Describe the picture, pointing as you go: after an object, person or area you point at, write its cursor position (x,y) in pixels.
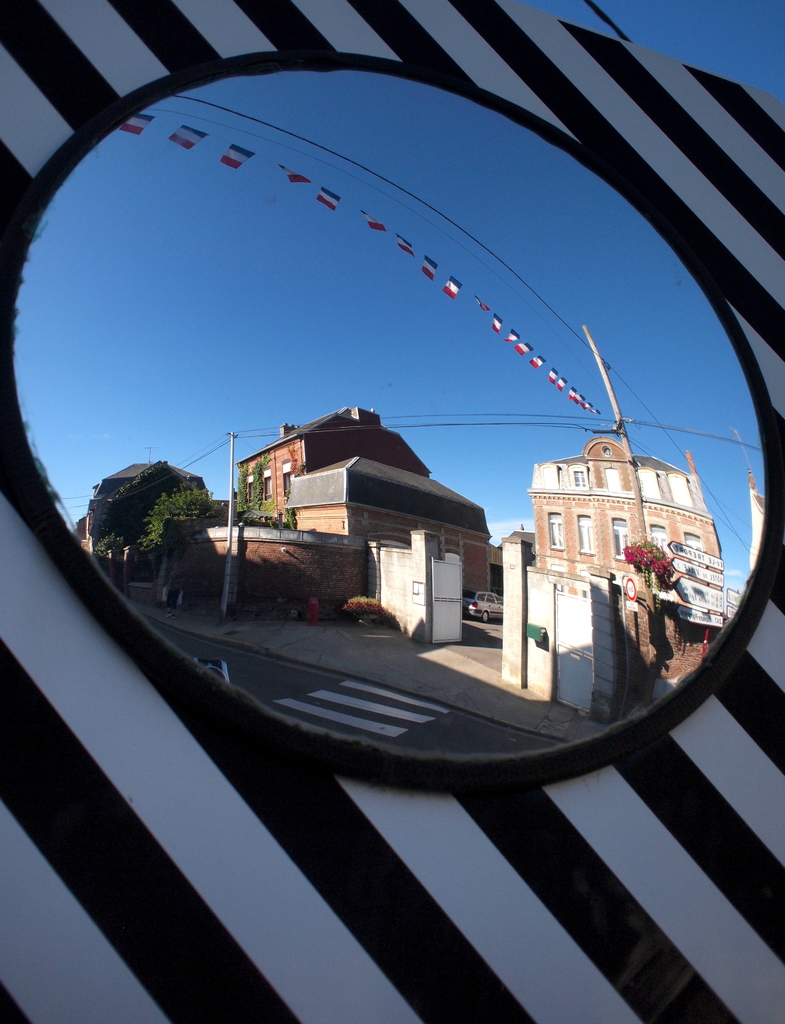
In this image there is a mirror (438,89) on the wall (592,103) through which we can see road (369,687), current poles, trees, buildings (327,508), car (465,598) and sky (300,319).
